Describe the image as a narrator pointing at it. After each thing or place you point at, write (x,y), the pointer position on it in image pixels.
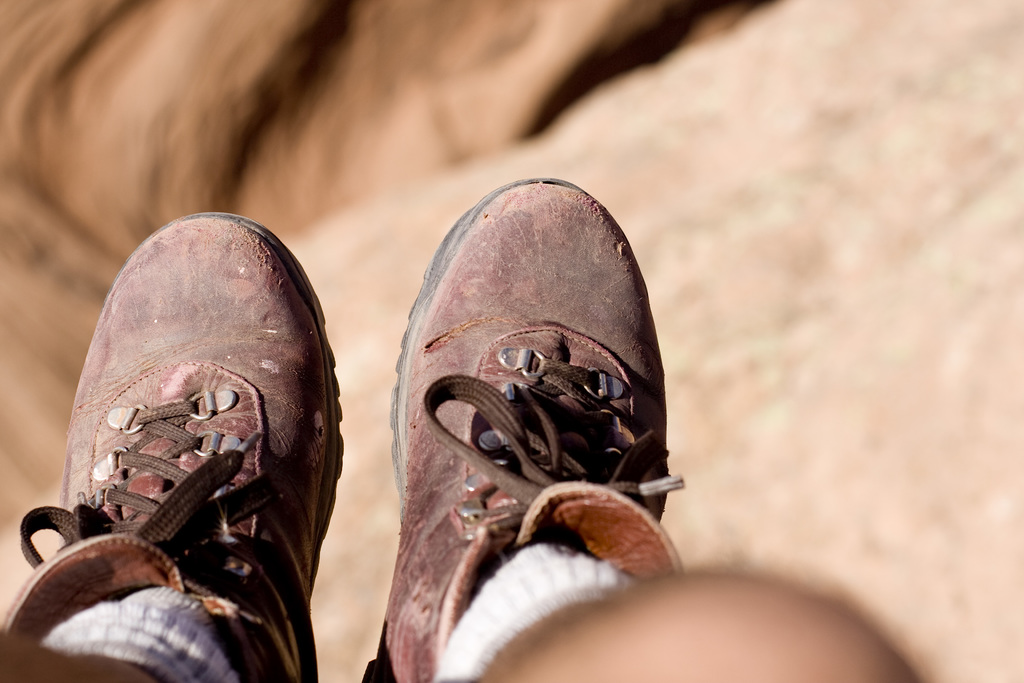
At the bottom of the image (648,652), we can see human legs (53,668) wearing foot wear (424,547). Background (974,477) we can see a blur view.
